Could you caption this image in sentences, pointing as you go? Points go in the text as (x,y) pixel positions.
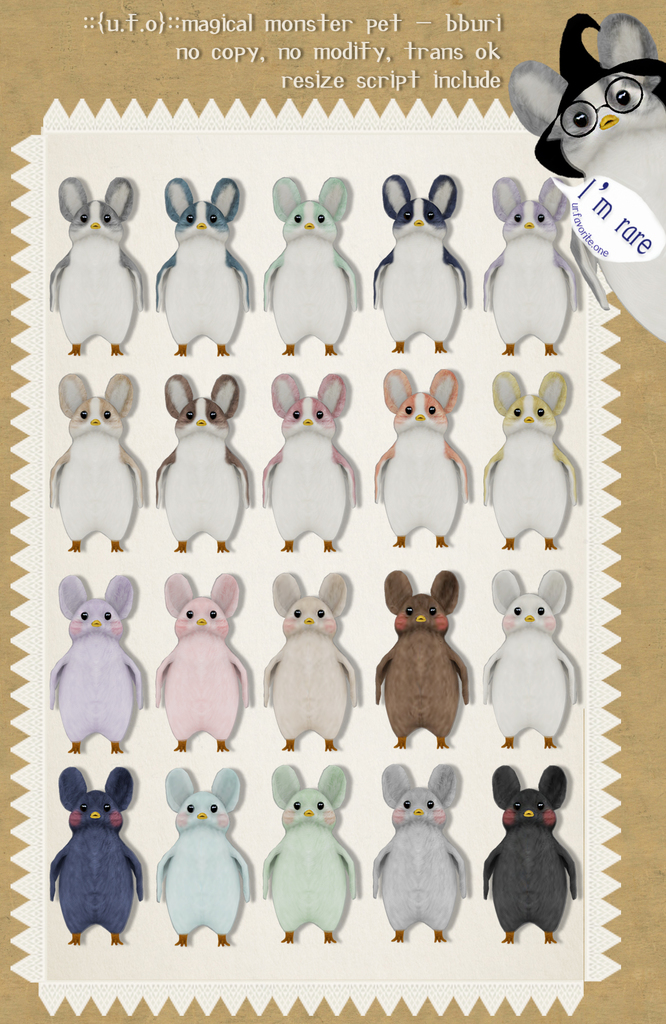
This image is an animated image. In which there are images of animals (330,627) and on the top (487,80) there is some text (355,50) written on the image.
